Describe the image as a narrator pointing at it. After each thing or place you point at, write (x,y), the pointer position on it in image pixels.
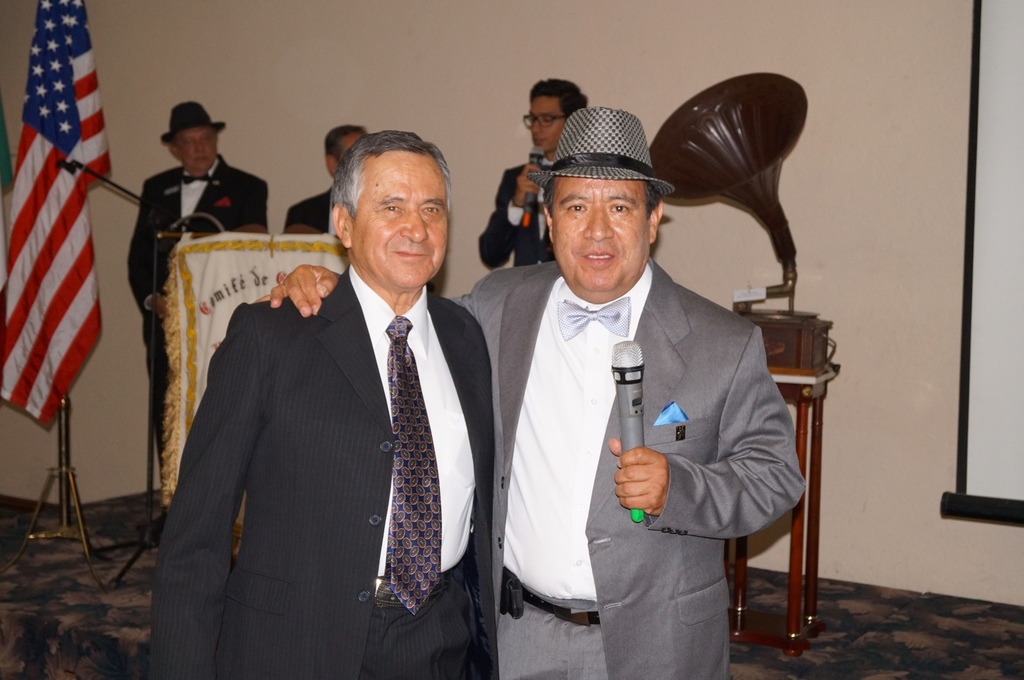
In this image I can see a person (360,478) wearing black colored blazer (324,477) and another person (625,514) wearing grey colored blazer (658,539) are standing and I can see one of them is holding a microphone (638,352) in his hands (636,506). In the background (742,132) I can see few other persons (507,224) standing, few microphones (134,194), a flag (58,112), a musical instrument (803,358) and a cream colored wall (854,252).
